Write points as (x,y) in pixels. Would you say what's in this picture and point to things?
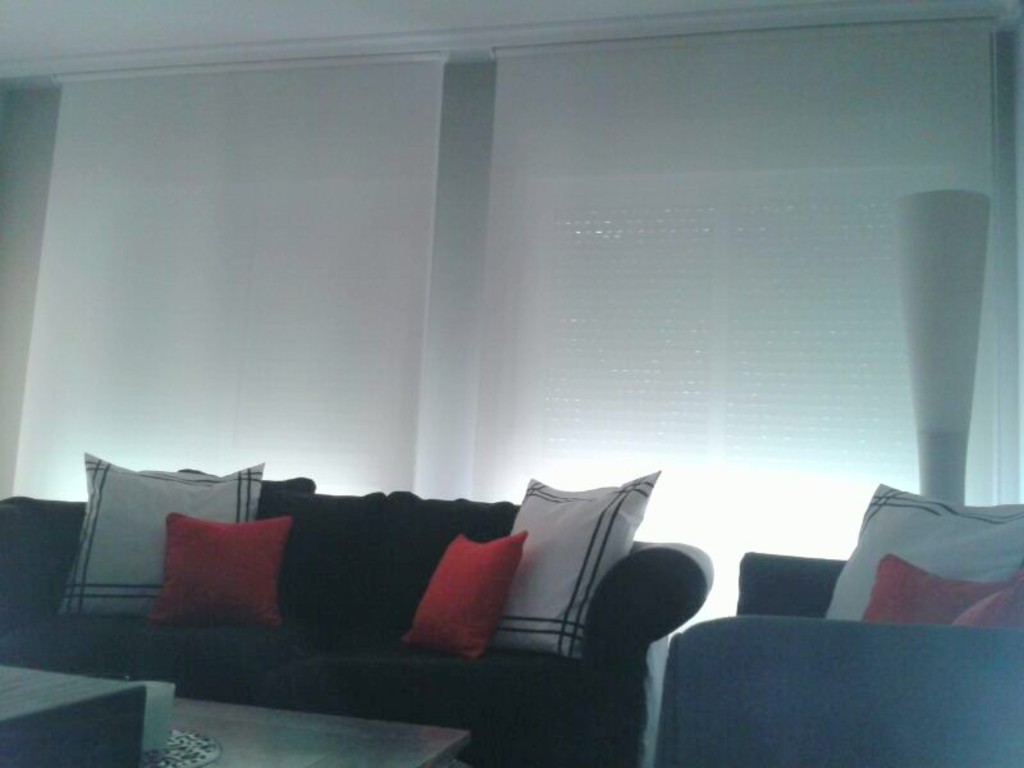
In this picture we can see a room (488,446) with sofa pillows (501,584) on it and in front of that we have table (197,716) and on table (180,721) we have glass (152,739) and in background (178,254) we can see windows (549,222).
